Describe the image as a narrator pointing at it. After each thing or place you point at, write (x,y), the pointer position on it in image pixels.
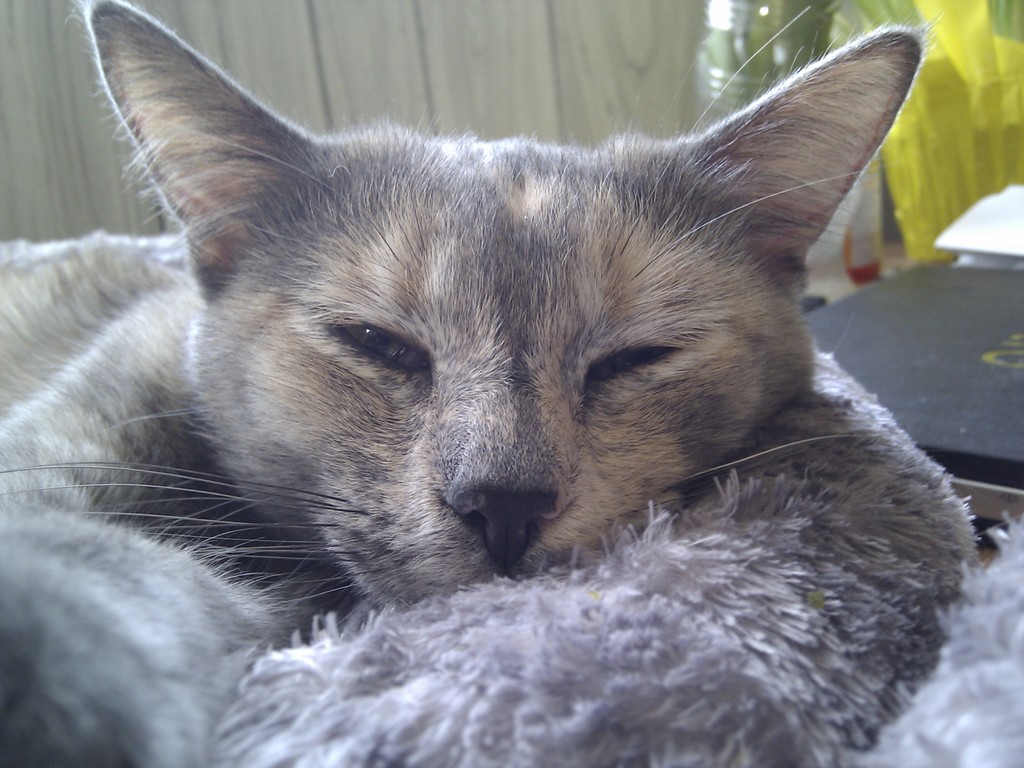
In the center of the image (633,473), we can see a cat (363,270) and in the background (764,67), there is a bottle (752,44) and we can see some objects (902,332) and a wooden wall (300,45).
